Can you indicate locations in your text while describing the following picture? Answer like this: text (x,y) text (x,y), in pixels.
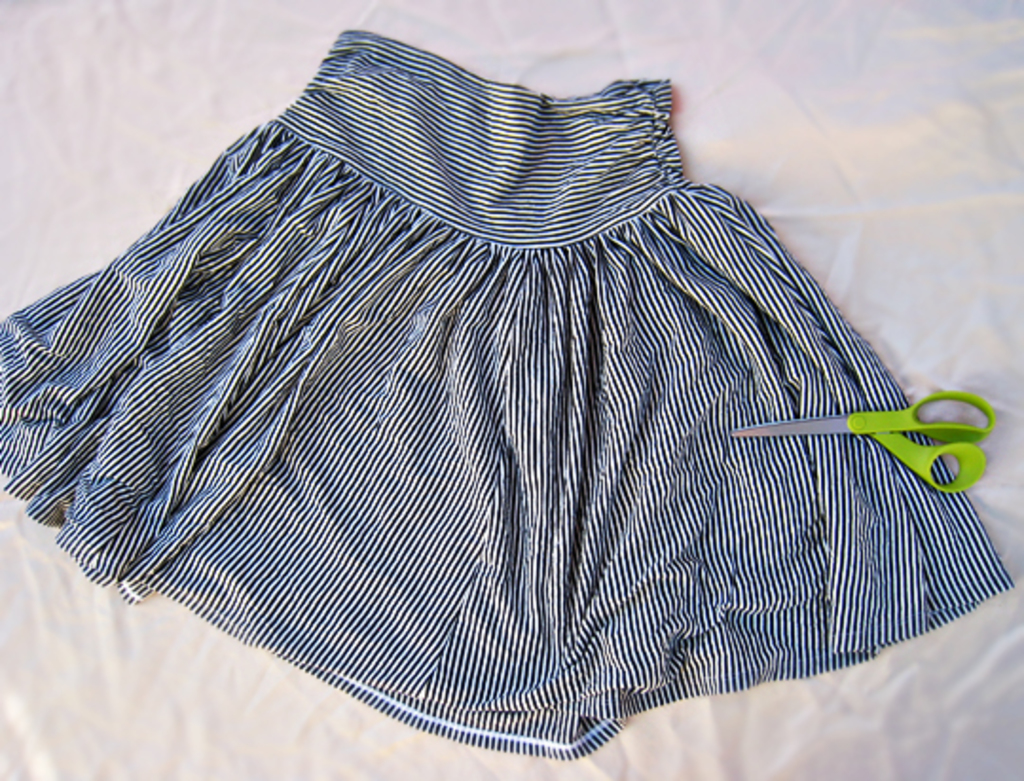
In this image we can see a skirt (510,286) on a white surface (178,679). On the skirt (643,339) there is a scissors (873,428).
